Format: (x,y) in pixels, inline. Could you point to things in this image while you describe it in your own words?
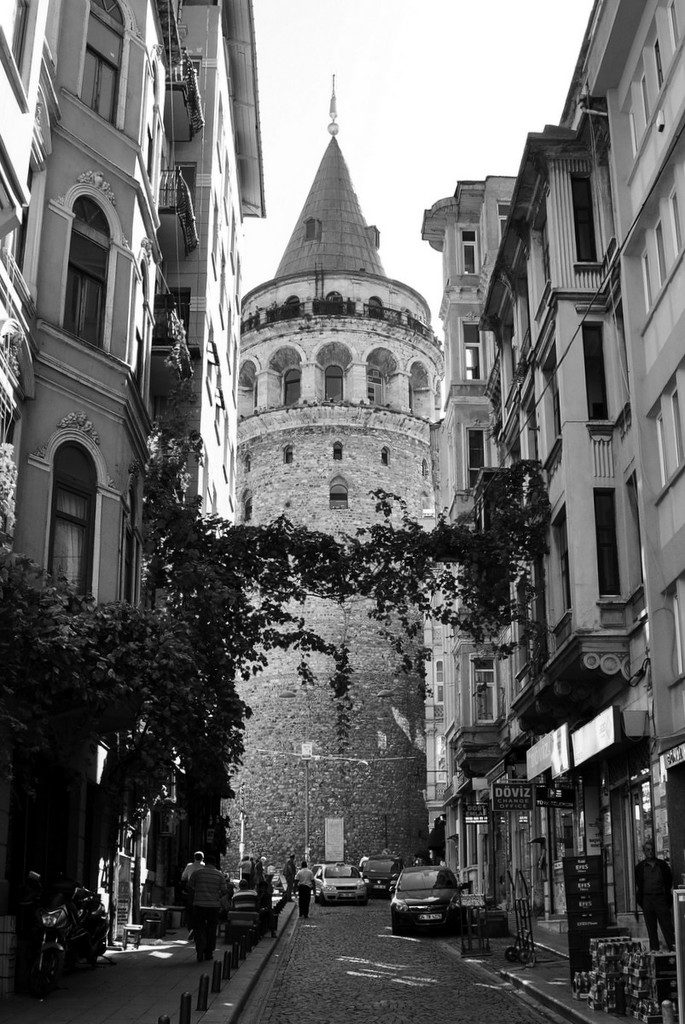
In front of the image there are a few vehicles (337,885) on the road (367,957), beside the road (367,951) there are metal rods (241,954), some other objects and a few pedestrians (218,914) walking, on the either side of the pavement (174,935) there are trees (177,603) and buildings (189,847) and there are bikes (99,906) parked on the pavements (138,961).
